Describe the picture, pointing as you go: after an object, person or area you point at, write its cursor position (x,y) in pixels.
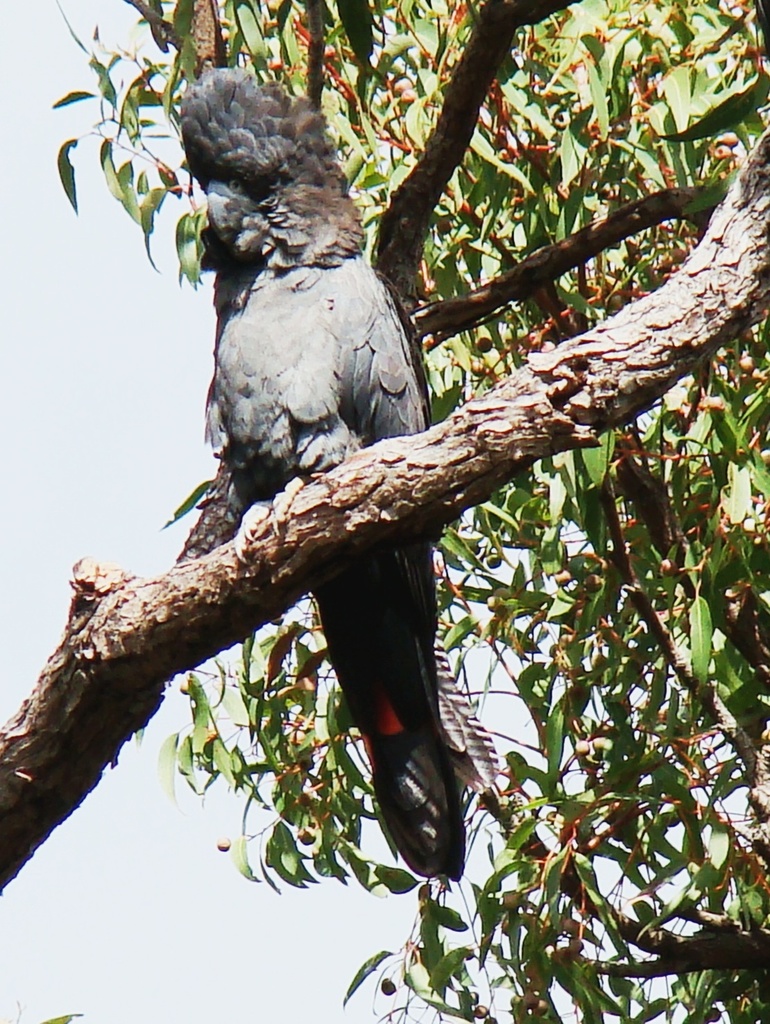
In the picture I can see a bird (257,440) which is standing on the branch (281,545) of a tree (312,582) and there are few leaves (519,84) behind it in the right corner (586,209).
